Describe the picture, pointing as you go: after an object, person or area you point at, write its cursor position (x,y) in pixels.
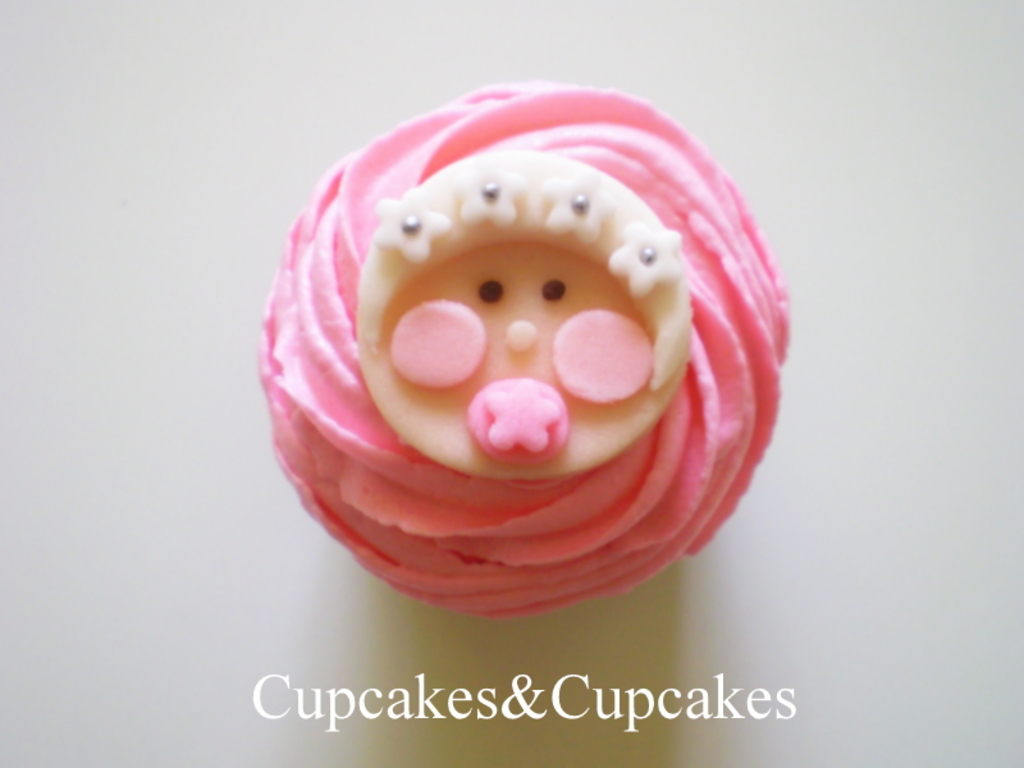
In the center of the image (479,443) we can see some food item (480,447). At the bottom of the image (421,698), we can see some text (526,697). And we can see the white colored background (240,305).
